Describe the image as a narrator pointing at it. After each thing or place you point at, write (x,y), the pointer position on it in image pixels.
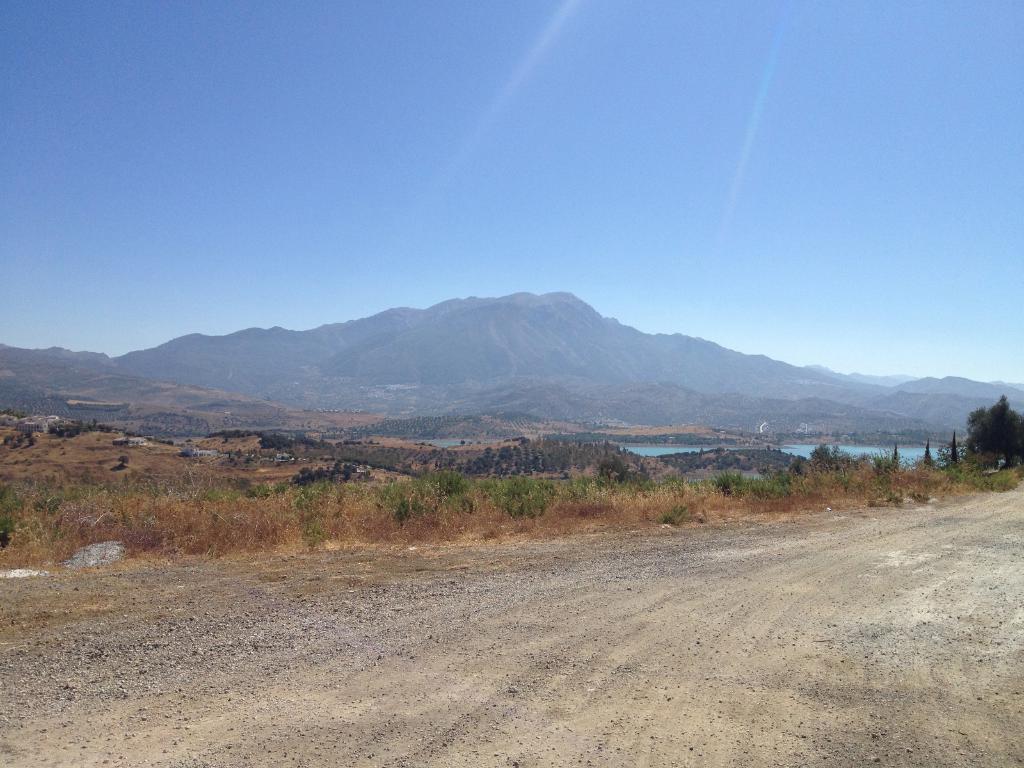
In this image I can see a dirt road (941,703) in the front (979,651). There are plants (865,497) and water (865,445) in the center (647,452). There are mountains (606,371) at the back (610,354). There is sky (849,339) at the top (820,86).
